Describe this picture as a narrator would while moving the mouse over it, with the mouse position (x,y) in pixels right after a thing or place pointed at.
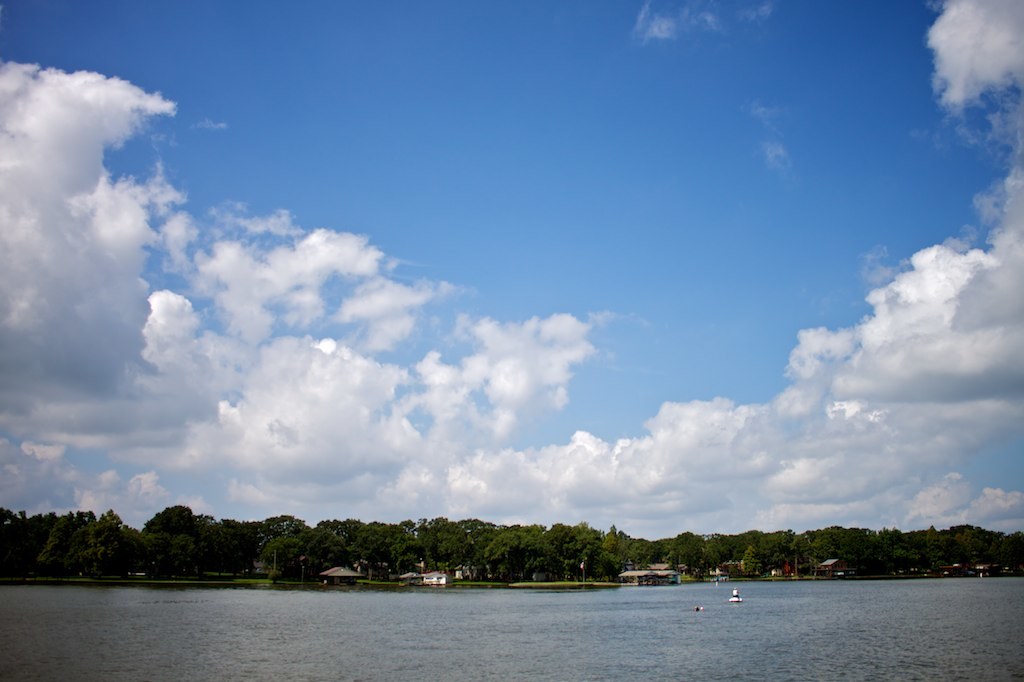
In the image, there is a river (516,609) and in front of the river (541,589) there are few houses (727,567) and behind the houses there are plenty of trees (517,537), in the background (728,445) there is a sky (557,447).
